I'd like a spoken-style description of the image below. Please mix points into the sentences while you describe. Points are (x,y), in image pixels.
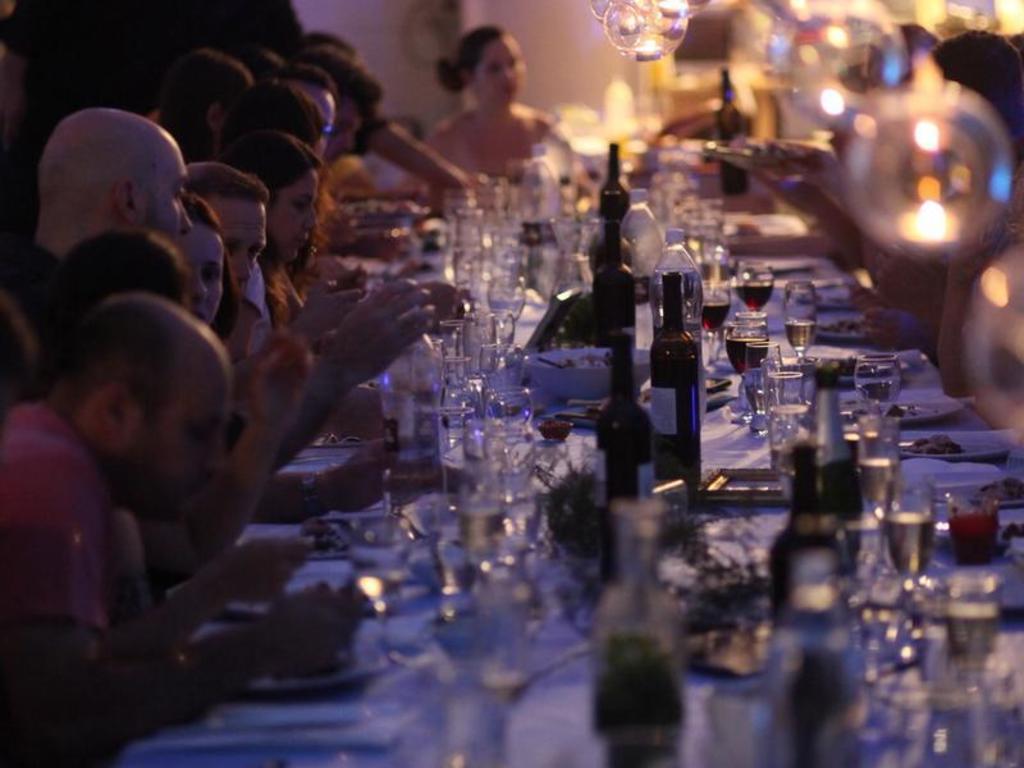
In this image I can see a group of people (474,148) are sitting on the chairs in front of a table (537,412) on which I can see bottles (635,434), glasses (800,356) and so on. In the background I can see lights (844,46) and a wall (655,67). This image is taken may be in a hall (693,40).
